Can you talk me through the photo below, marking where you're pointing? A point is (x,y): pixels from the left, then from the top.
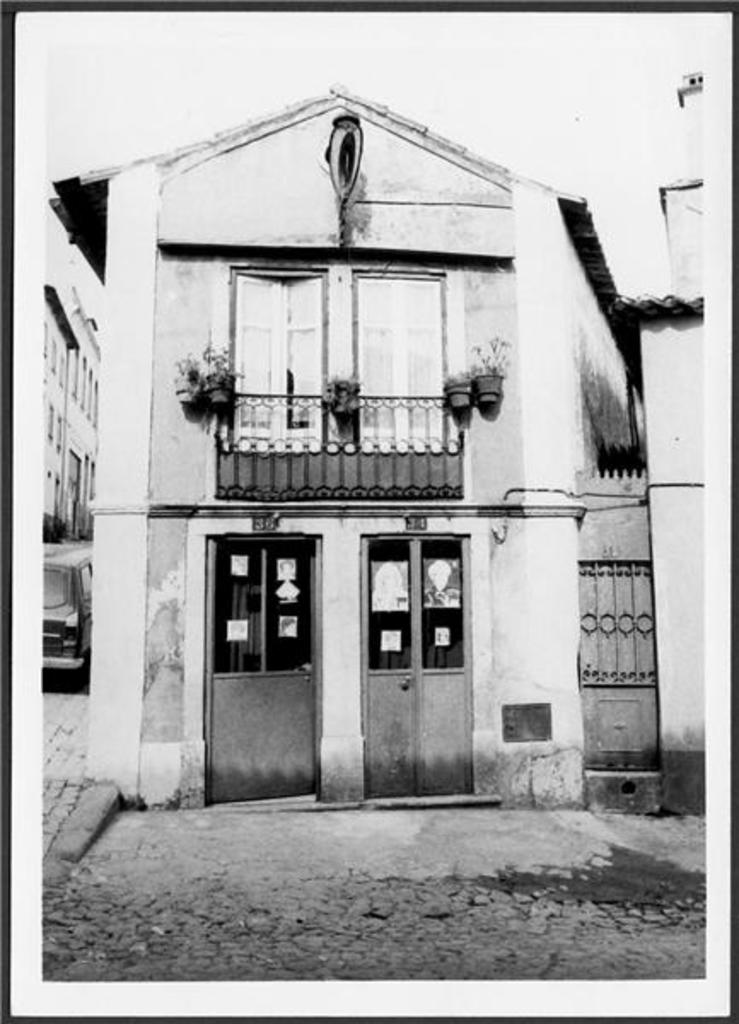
We can see house (116,424), doors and house plants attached on fence (329,463), beside this house (383,419) we can see vehicle (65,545) and building (65,411).
